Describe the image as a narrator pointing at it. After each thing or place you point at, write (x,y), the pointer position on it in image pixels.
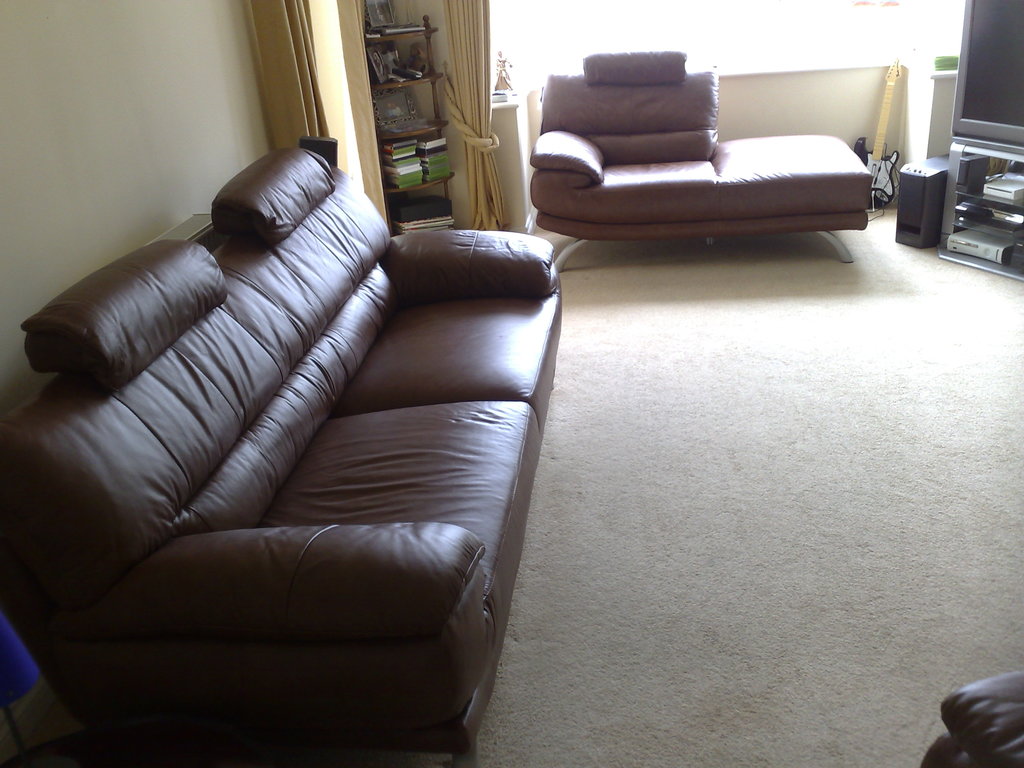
In this picture we can see the inside view of a room (699,477). These are the sofas (720,182) and there is a table (1012,202). Here we can see some electronic devices (992,116). This is wall (218,106) and there is a curtain (493,212). Here we can see a rack (379,148) and there are some books (436,166).
